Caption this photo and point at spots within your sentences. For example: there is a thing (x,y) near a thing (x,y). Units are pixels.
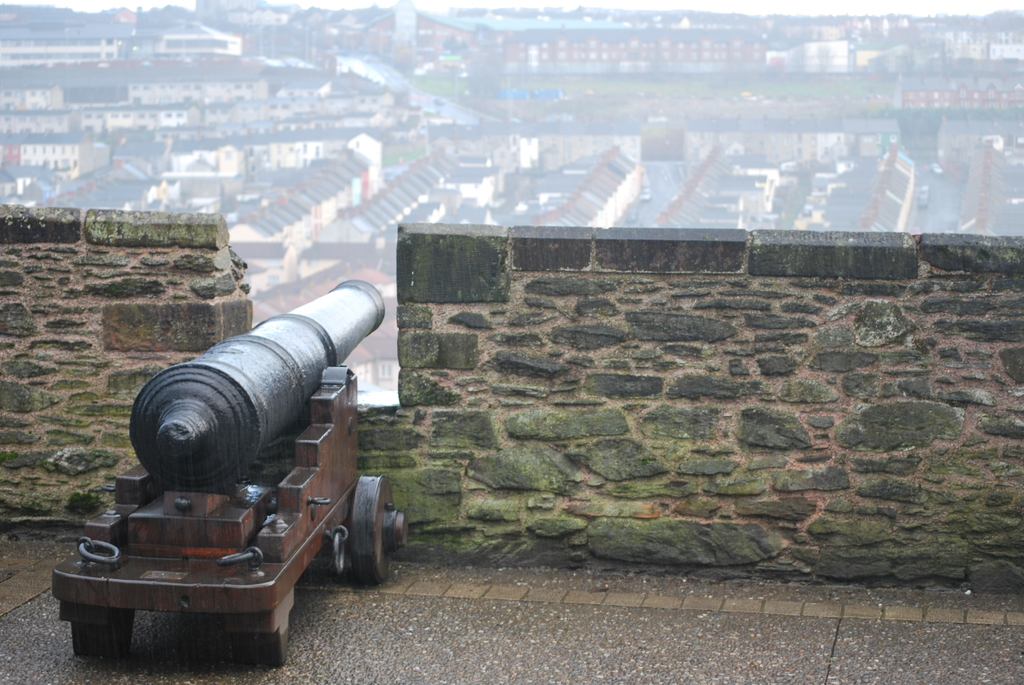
In this image there is a weapon (248,433) on the trolley (336,548) which is on the floor (628,643) having wall (724,441). Top of image (304,137) there are few buildings (555,142).
